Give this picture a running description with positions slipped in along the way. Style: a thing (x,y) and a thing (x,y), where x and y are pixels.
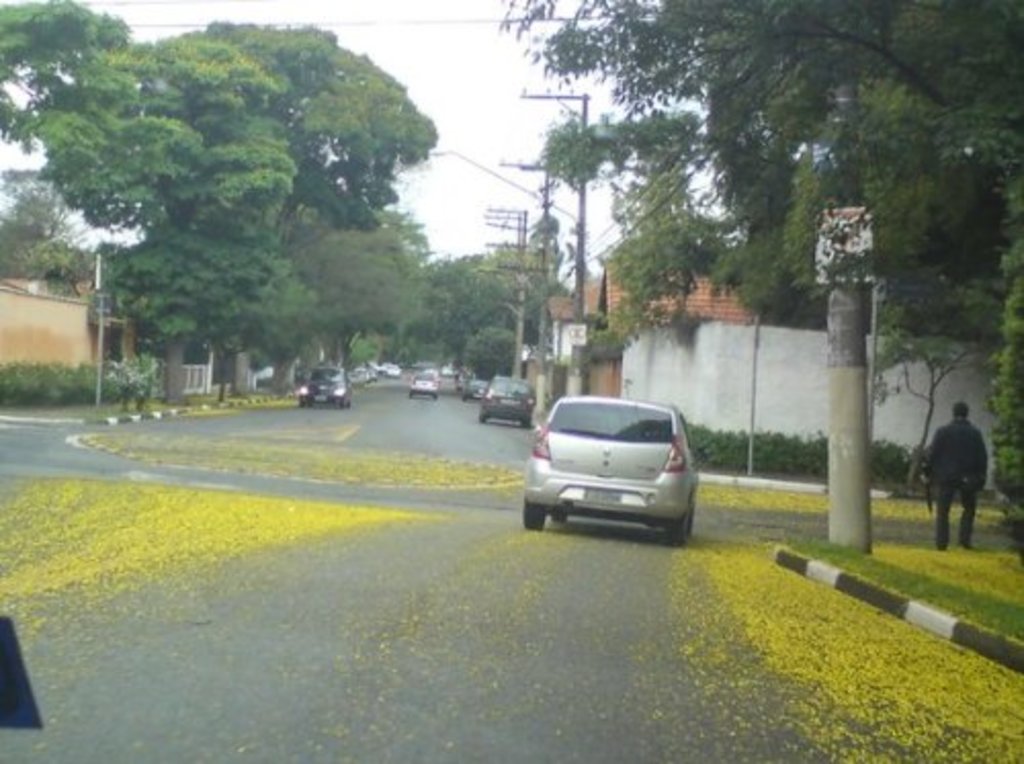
In the center of the image (423,497) we can see vehicles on the road (450,638). On the right side of the image (695,339) we can see electricity poles (851,501), wires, buildings (675,359) and pillar (844,485). On the left side of the image (288,381) we can see vehicles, pole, trees (129,278) and buildings (68,353). In the background (508,113) there is a sky (430,69).
